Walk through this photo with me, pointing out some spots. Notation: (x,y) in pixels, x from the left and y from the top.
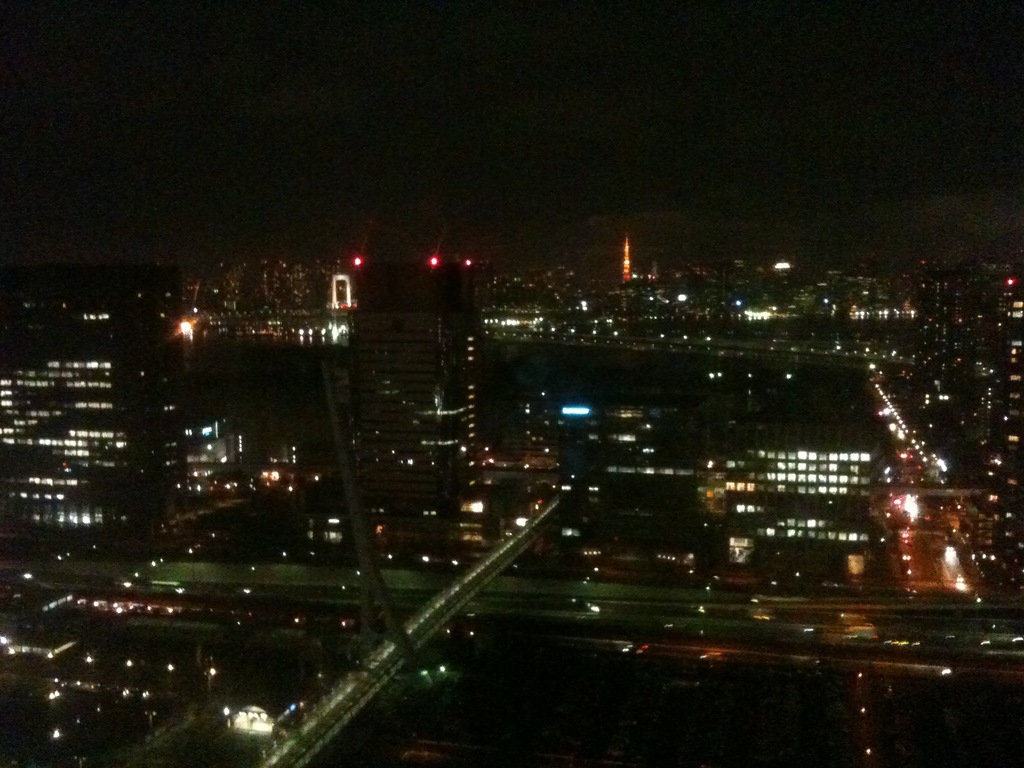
This is an overview of a city (510,372) in the dark. I can see buildings (703,472), bridge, and lights (53,364) all over the image.
